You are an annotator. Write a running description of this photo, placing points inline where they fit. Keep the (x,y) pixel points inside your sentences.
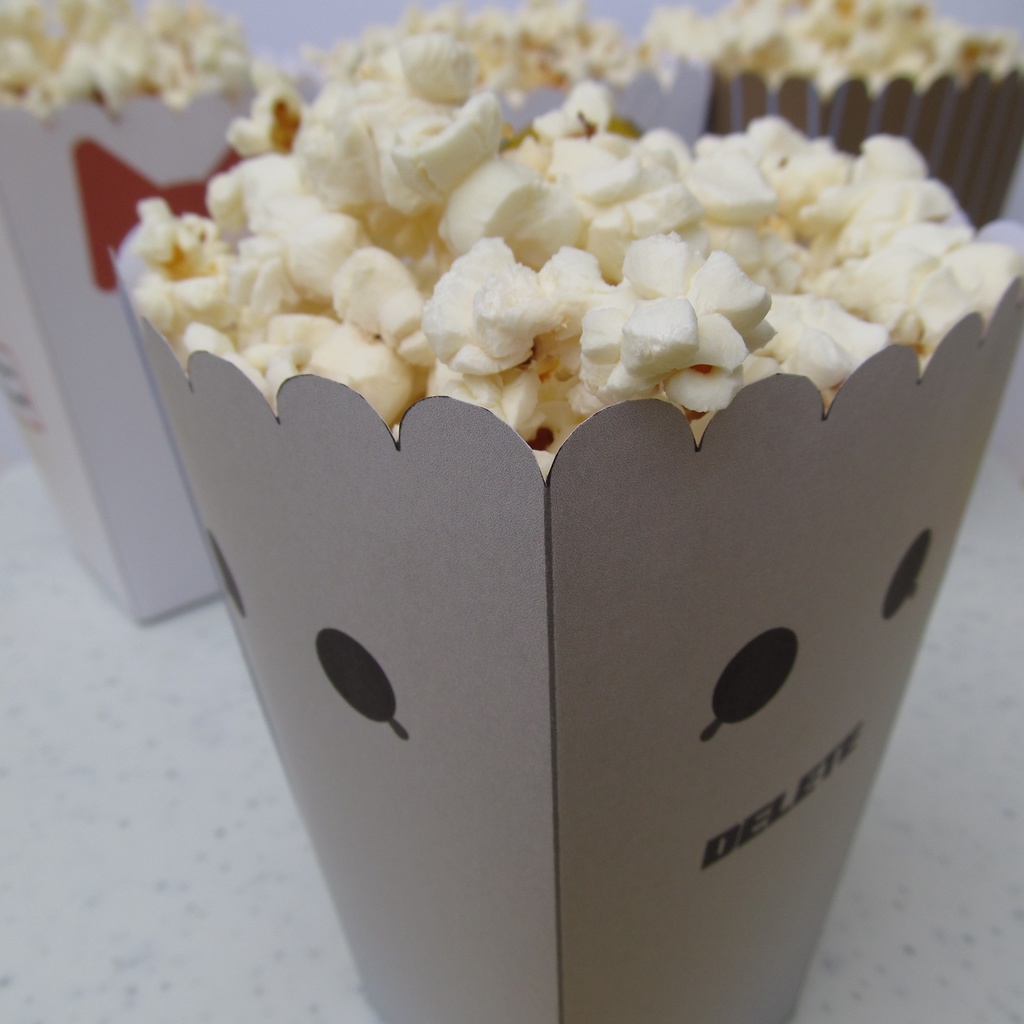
In this picture, we see popcorn boxes (539,882) are placed on white color table (227,782).
